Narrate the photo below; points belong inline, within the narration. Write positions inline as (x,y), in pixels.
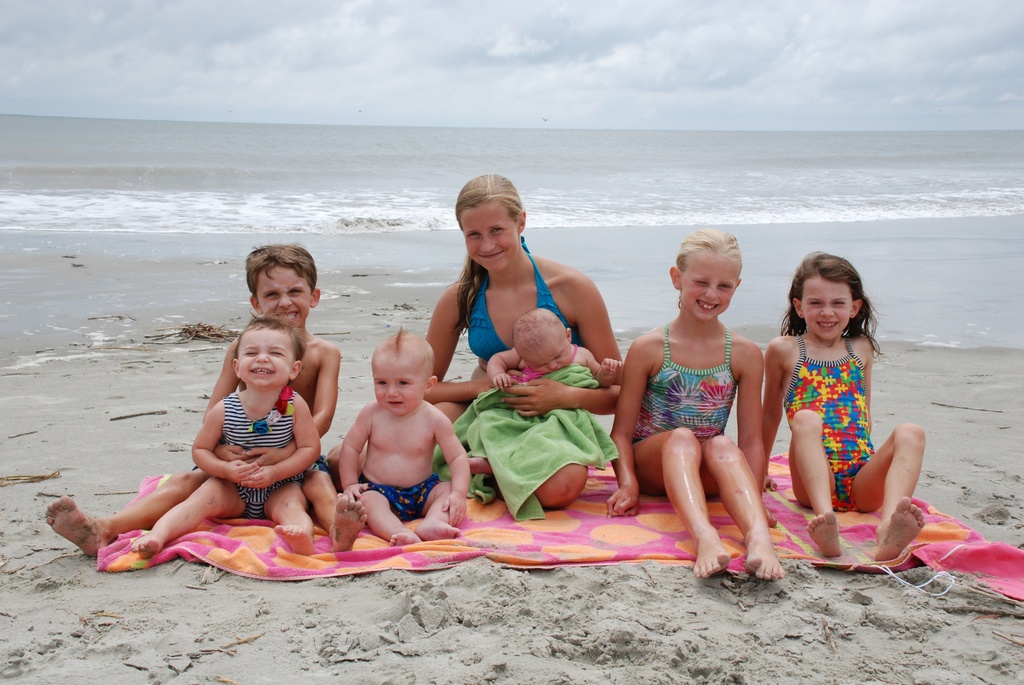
In this image we can see a woman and a group of children (716,472) sitting on a blanket (537,544) which is on the seashore (60,568). In that we can see a woman (606,333) holding a baby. On the backside (535,169) we can see a large water body (456,168) and the sky (592,76) which looks cloudy.
